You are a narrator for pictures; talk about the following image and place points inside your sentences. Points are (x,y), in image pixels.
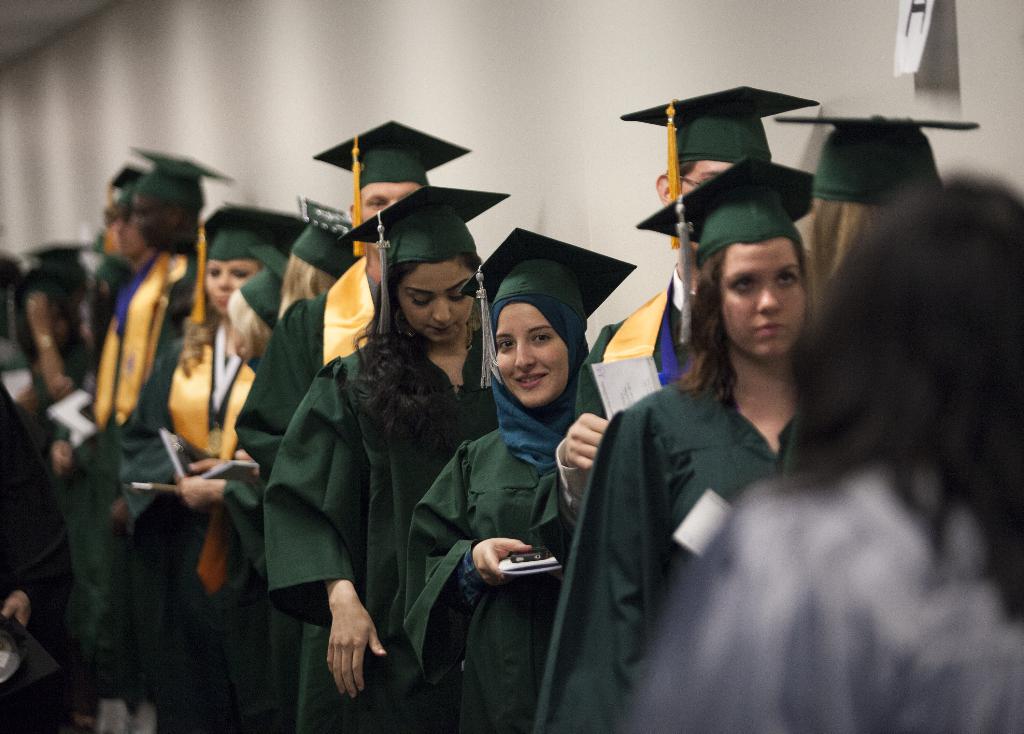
In this image we can see there are people (502,513) standing and holding a pen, paper (522,564) and the black color object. At the back (904,64) there is a wall (950,86) and paper (916,64) attached to the wall (947,46).
